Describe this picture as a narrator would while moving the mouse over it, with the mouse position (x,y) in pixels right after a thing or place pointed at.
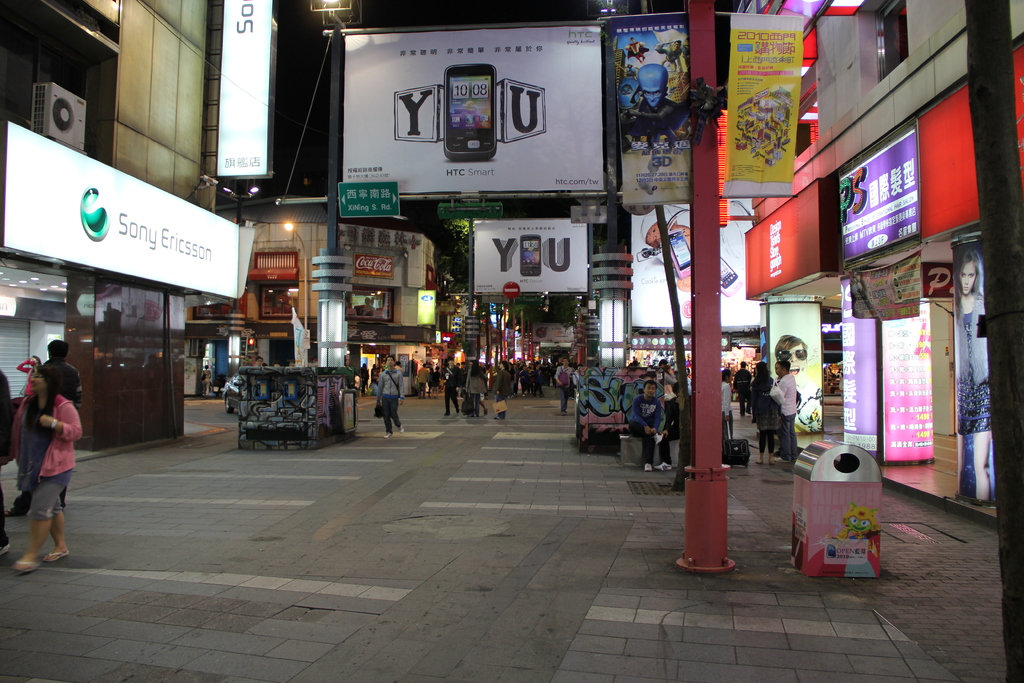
There are people (670,441) present on the road (407,419) as we can see at the bottom of this image (502,484). We can see poles (709,409) and a dustbin (817,534) on the right side of this image (800,549). There are buildings (837,369), lights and posters (530,232) in the background (241,251).
